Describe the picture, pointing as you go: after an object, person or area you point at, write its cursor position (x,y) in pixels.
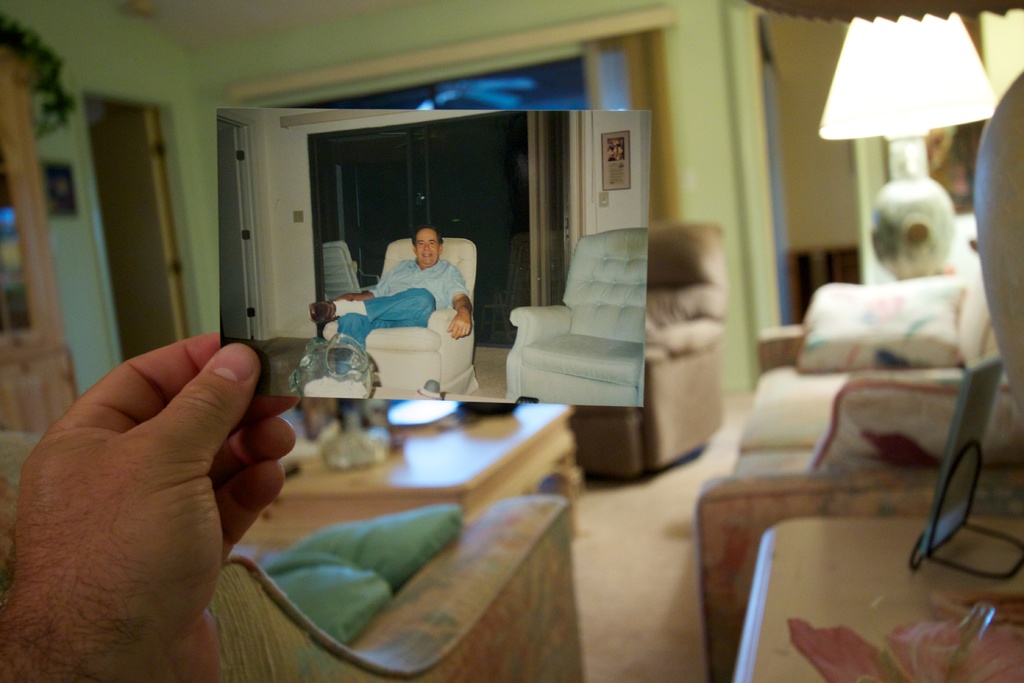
In this image in the front (156,483) there is a hand (158,478) of the person (245,387) holding a photograph (421,320). On the right side (898,228) there is a lamp (898,228) and there is a sofa (851,405) and on the table (866,555) there is a frame (949,512). In the center (497,449) there is a table (489,449) and in front of the table (418,468) there is a sofa (339,580). In the background (522,80) there is a window (538,76), this is a door (125,203) and there is a sofa (698,344).
